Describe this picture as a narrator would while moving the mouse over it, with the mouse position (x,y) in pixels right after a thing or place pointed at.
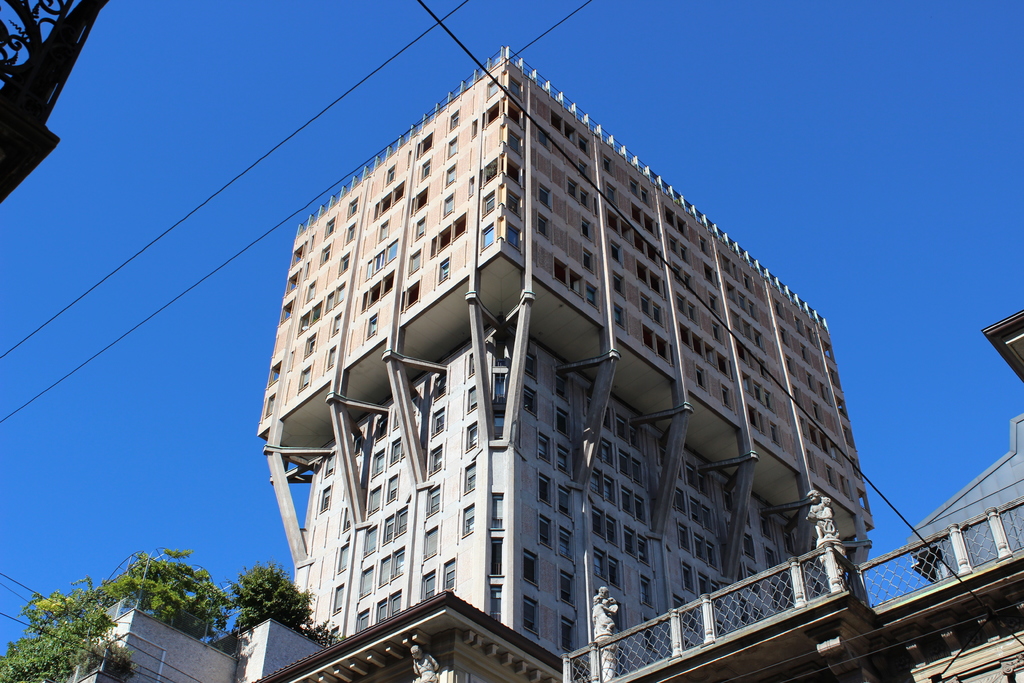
In this image there are buildings (574,585) and there are plants (80,637) on the building (250,637) and there are statues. On the top left of the image (70,65) there is an object (30,69) which is black in colour and there are wires (349,93).
